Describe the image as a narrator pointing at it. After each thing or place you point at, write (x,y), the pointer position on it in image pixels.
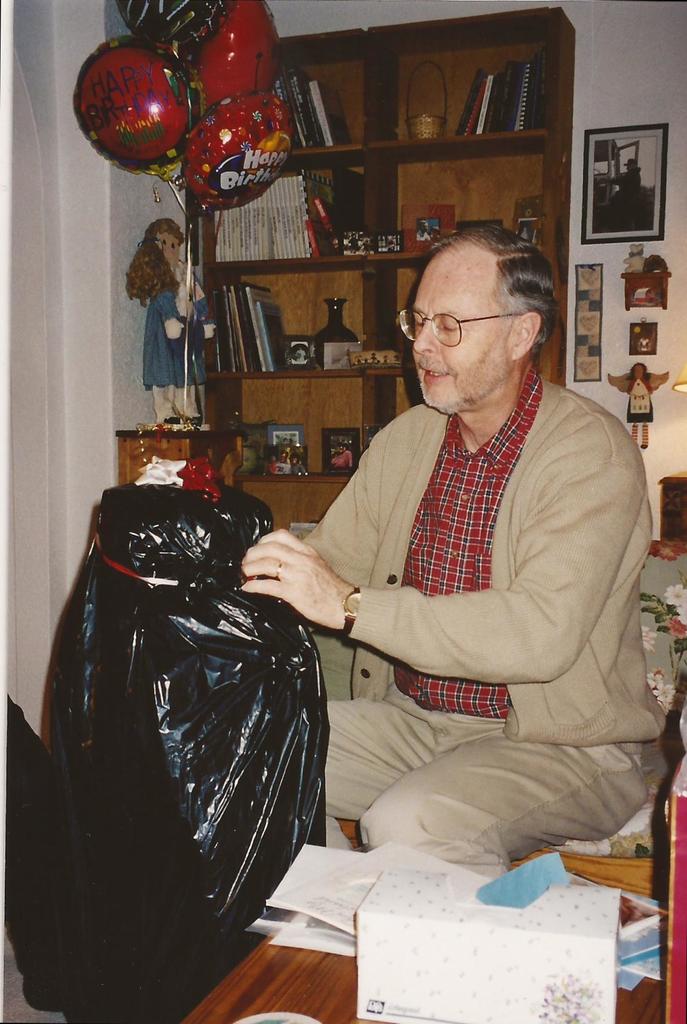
In the picture I can see a person (343,717) wearing jacket (491,656) and shirt (504,435) is sitting on the chair (626,879) and holding a black color object (211,513) which is in front of him. Here I can see tissue (567,882) and some papers (313,854) are placed on the wooden surface (331,983). In the background (238,135), I can see some books (284,236) are placed on the wooden cupboard (427,141), we can see balloons (256,91), toys (616,381) and a photo frame (620,203) fixed to the wall (575,285).
